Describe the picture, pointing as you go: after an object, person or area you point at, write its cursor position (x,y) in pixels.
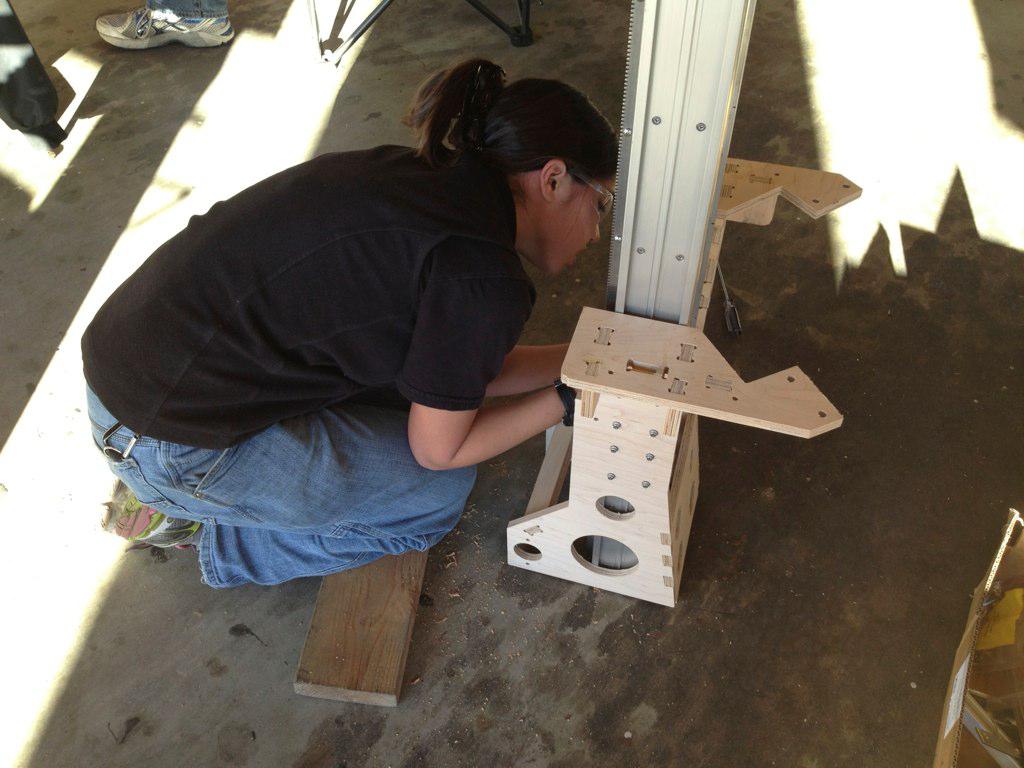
In the center of the image (443,426) we can see one woman (447,435) holding some object (588,380). In the background (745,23) we can see one pole (681,22), shoe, wooden objects (652,397) and a few other objects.
